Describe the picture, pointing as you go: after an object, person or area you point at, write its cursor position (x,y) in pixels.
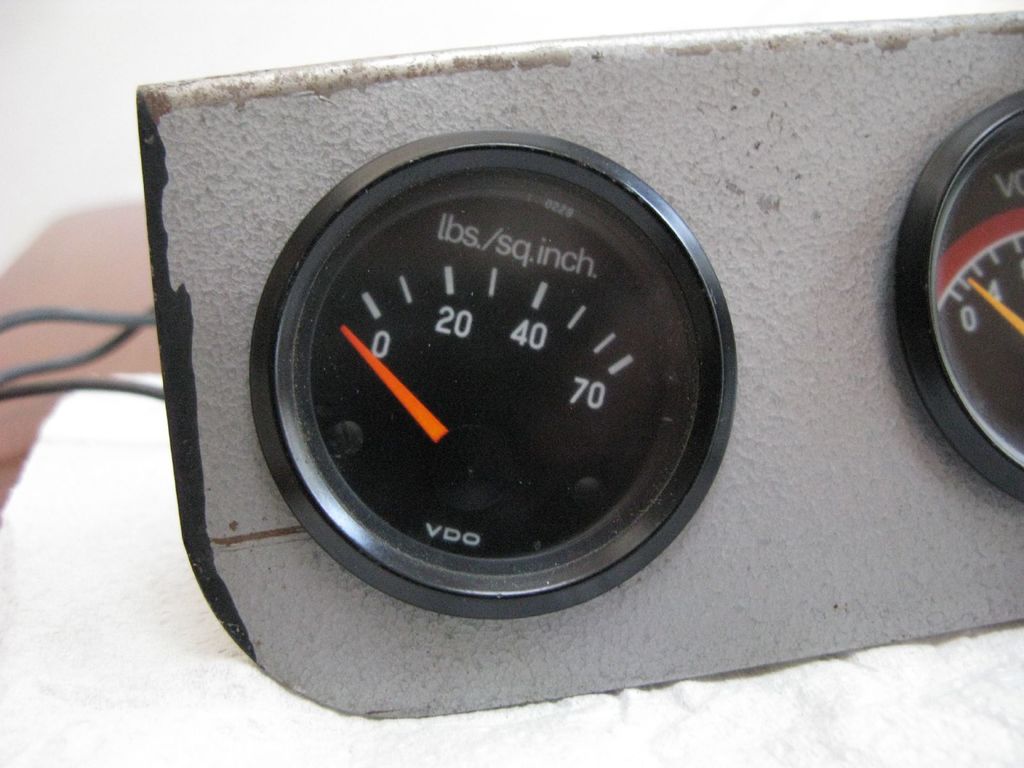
In this picture we can see two gauges (921,326), on the left side (98,384) there are three wires (129,384), we can see a blurry background (108,18).
